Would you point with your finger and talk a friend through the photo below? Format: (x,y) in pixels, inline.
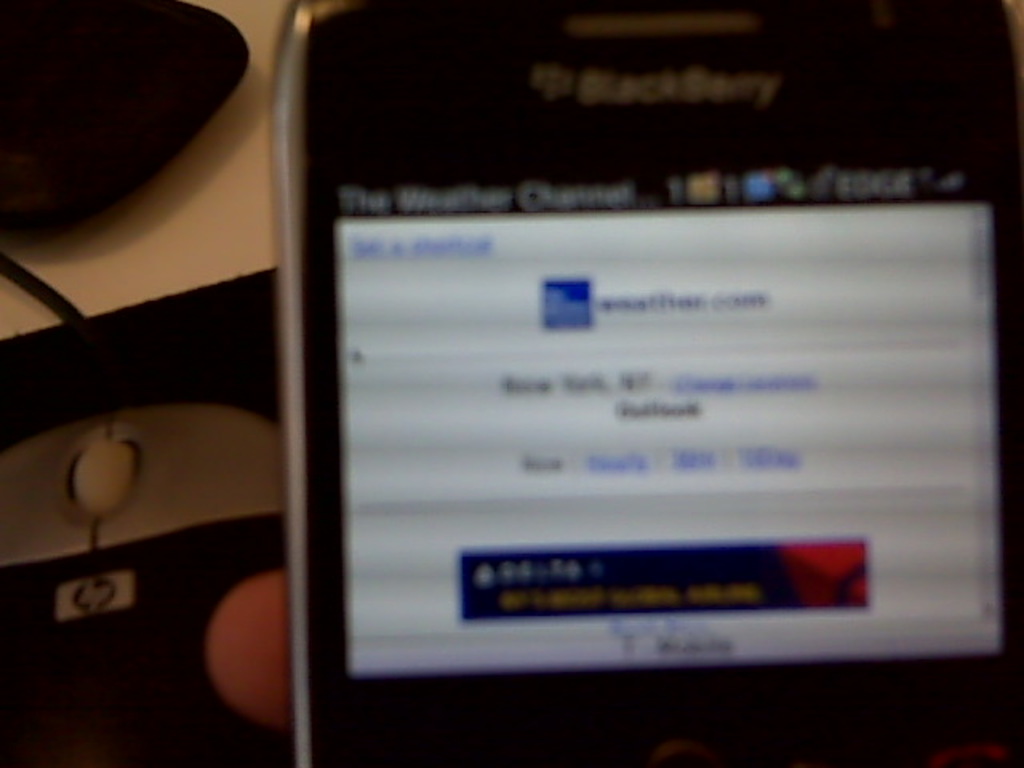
In this image I can see the person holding the mobile (507,638). In the background (169,578) I can see the mouse (83,571) and some object (170,131) in black color.
